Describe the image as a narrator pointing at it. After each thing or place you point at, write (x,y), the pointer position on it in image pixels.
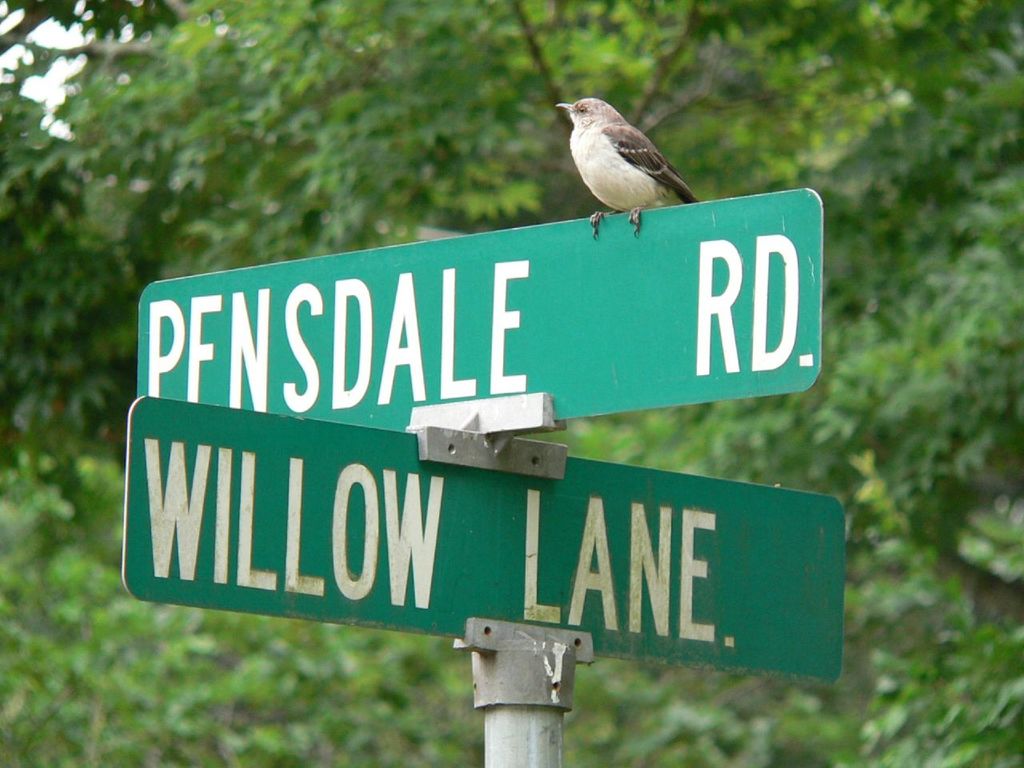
Here we can see name boards (507,370) on a pole (530,710) and there is a bird (597,213) on the name board (476,328). In the background (912,736) there are trees (276,140) and sky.
